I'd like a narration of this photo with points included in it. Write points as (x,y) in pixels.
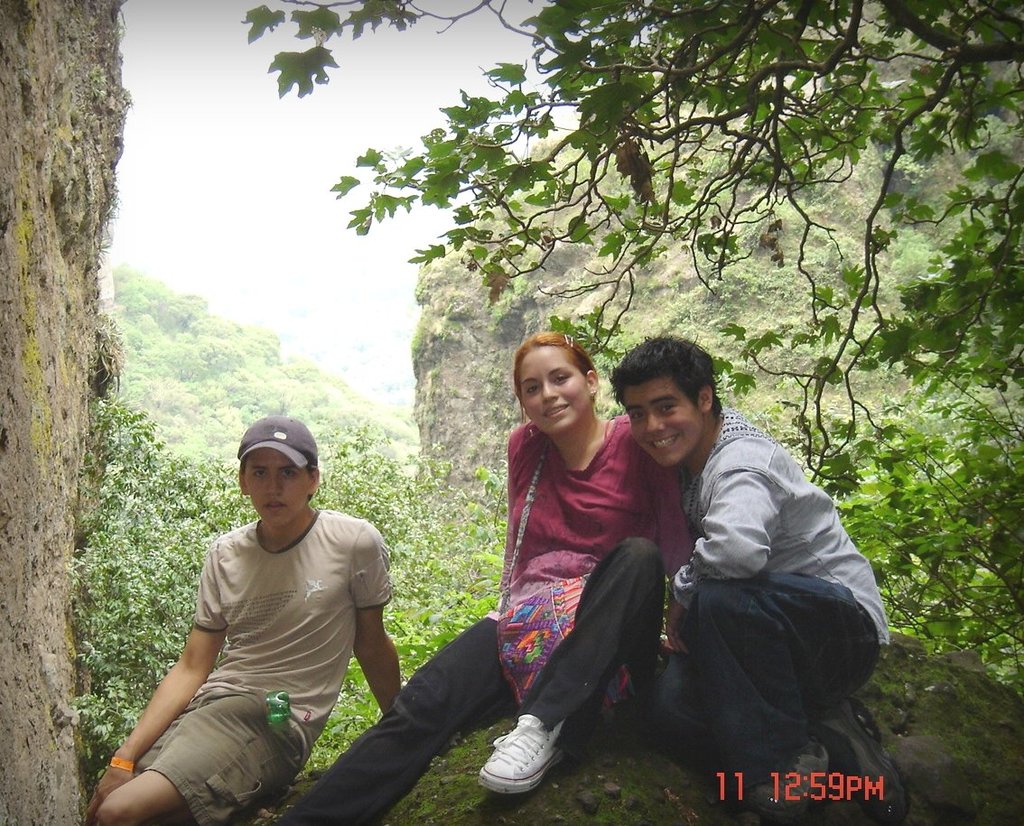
In this image I can see three people (661,440) with different color dress (597,527) and one person (283,436) wearing the cap (278,431). In the background (380,279) there are trees (460,121) and the sky (366,85).
